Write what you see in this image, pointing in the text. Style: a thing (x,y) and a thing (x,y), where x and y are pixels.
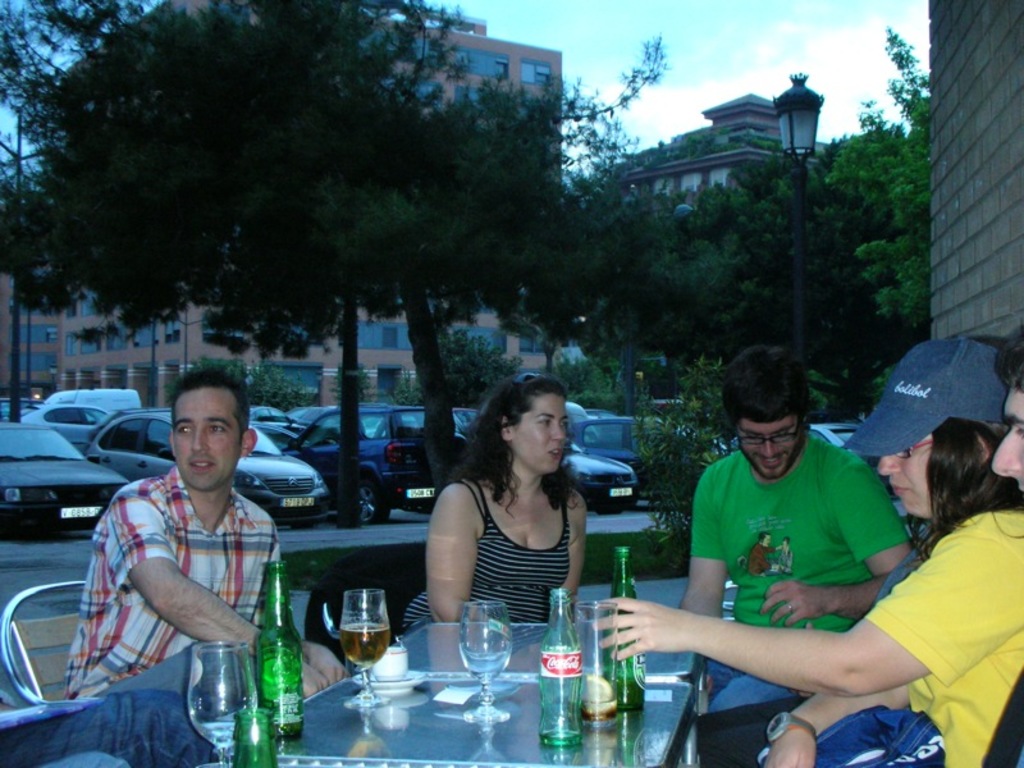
people (717,526) are sitting on the chair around the table (478,734). on the table (412,728) there are glass bottles (288,680) and glasses (488,651). behind them there are cars (140,434), trees (157,214). at the back (499,68) there are buildings (388,370).
